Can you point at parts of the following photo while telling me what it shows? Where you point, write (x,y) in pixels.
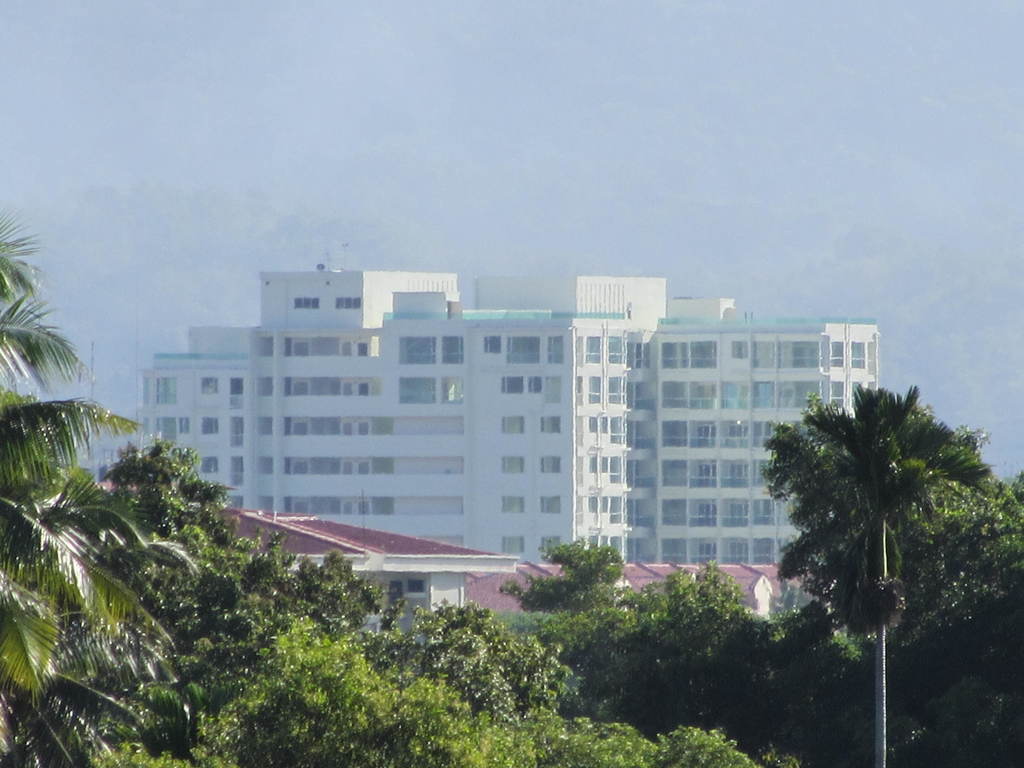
In this image, we can see trees (297,602) and buildings (529,446). At the top (565,125), there is a sky (314,199).
